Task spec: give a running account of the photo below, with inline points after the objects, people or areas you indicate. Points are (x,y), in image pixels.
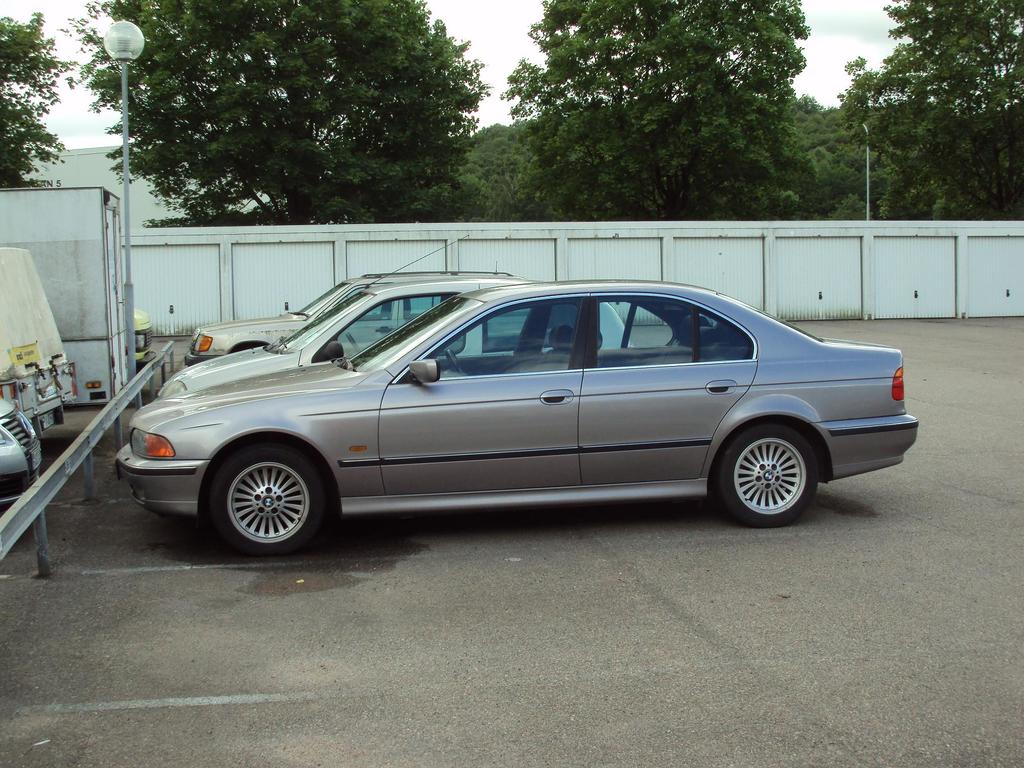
In the middle of this image (592,332), there are three vehicles (394,441) parked on a road (857,479). In front of them, there is a fence (173,352) and there is a light (118,29) attached to the pole (127,118). Besides this fence (80,442), there are other vehicles (92,341) parked on the road (55,436). In the background (173,280), there is a white wall (768,272), there are trees (306,119), a pole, a building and sky (489,35).
